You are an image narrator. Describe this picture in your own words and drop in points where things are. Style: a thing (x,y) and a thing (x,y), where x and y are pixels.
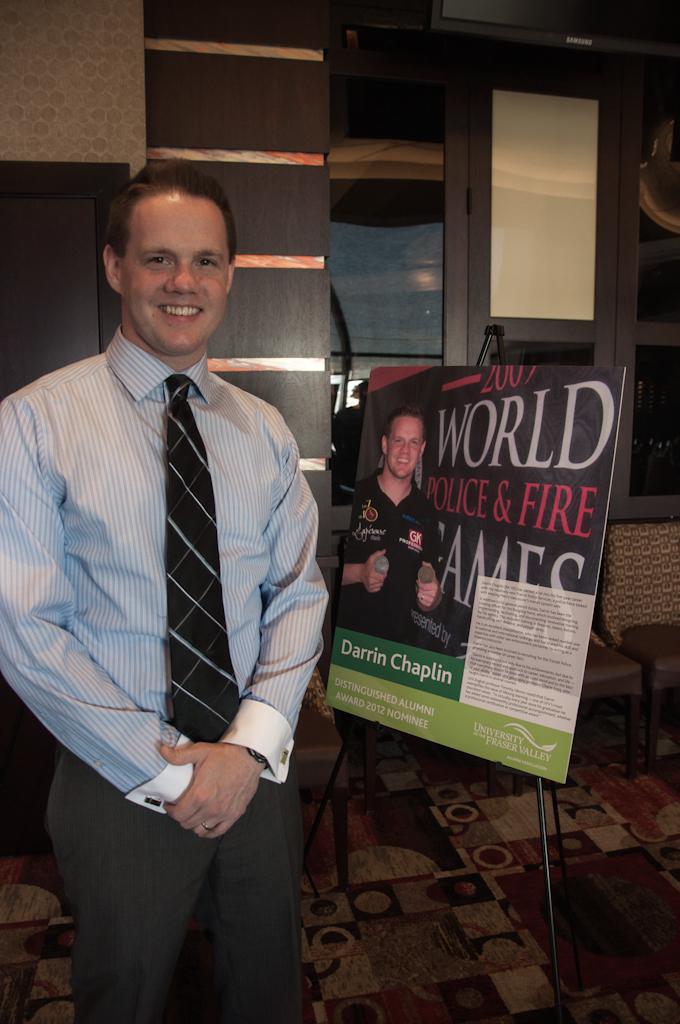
There is a man (309,521) standing on the floor (596,1006) and he is smiling. Here we can see a board (483,427), chairs (627,750), glasses (393,173), and a wall (154,129).
